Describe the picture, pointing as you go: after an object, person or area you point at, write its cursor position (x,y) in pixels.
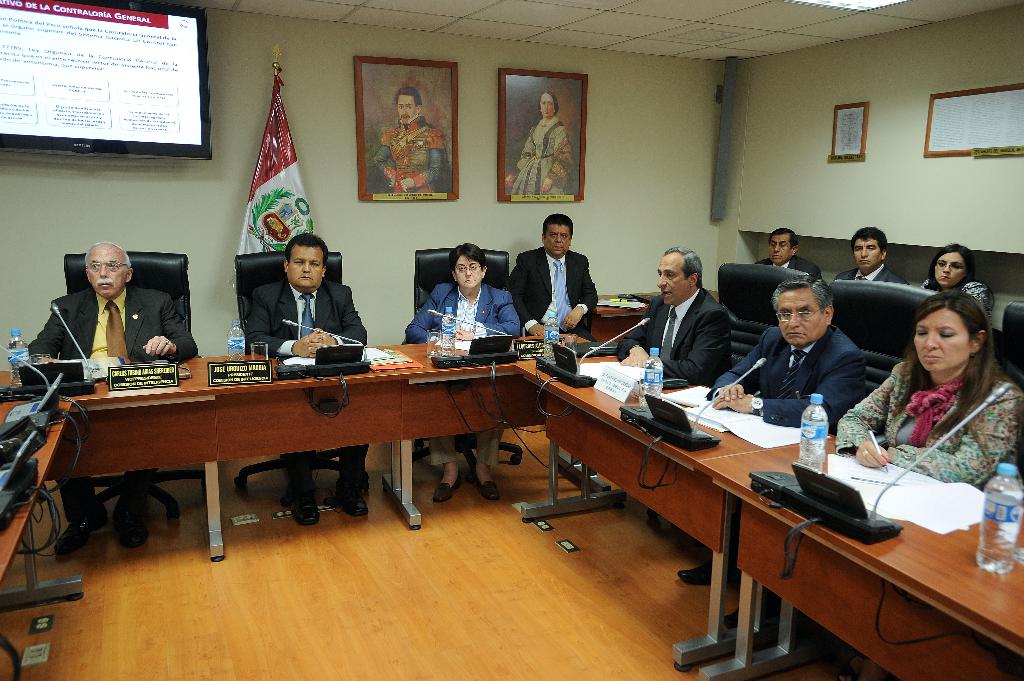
The image looks like a hall (297,183) in which there are different people (464,260) who are sitting in chair (163,281) and there is table (725,458) in front of them. On the table (969,577) there are bottles (823,444), microphones (815,490), name boards (129,379). At the background (373,139) there is wall (323,123) and photo frames (524,116) on it. On the top (393,18) there is ceiling (406,18), and there is a flag (282,166) at the back side (274,163).
